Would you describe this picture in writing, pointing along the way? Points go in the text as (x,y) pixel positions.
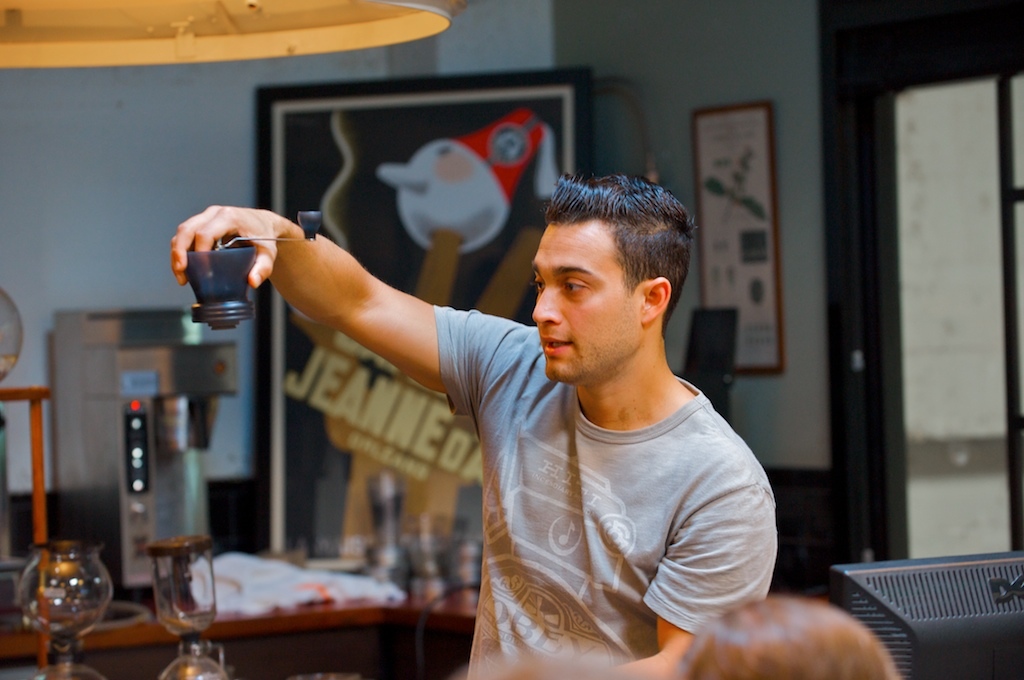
In this image I can see a person (618,542) wearing a grey t shirt (552,519) and holding a black object (219,290). There are other objects (395,575) on a table (135,658). There are photo frames (496,107) and a machine (103,337) at the back (481,112). There is a door (903,196) on the right (1008,172) and there is a monitor (984,627) and a person (810,666) in the front (857,602).
